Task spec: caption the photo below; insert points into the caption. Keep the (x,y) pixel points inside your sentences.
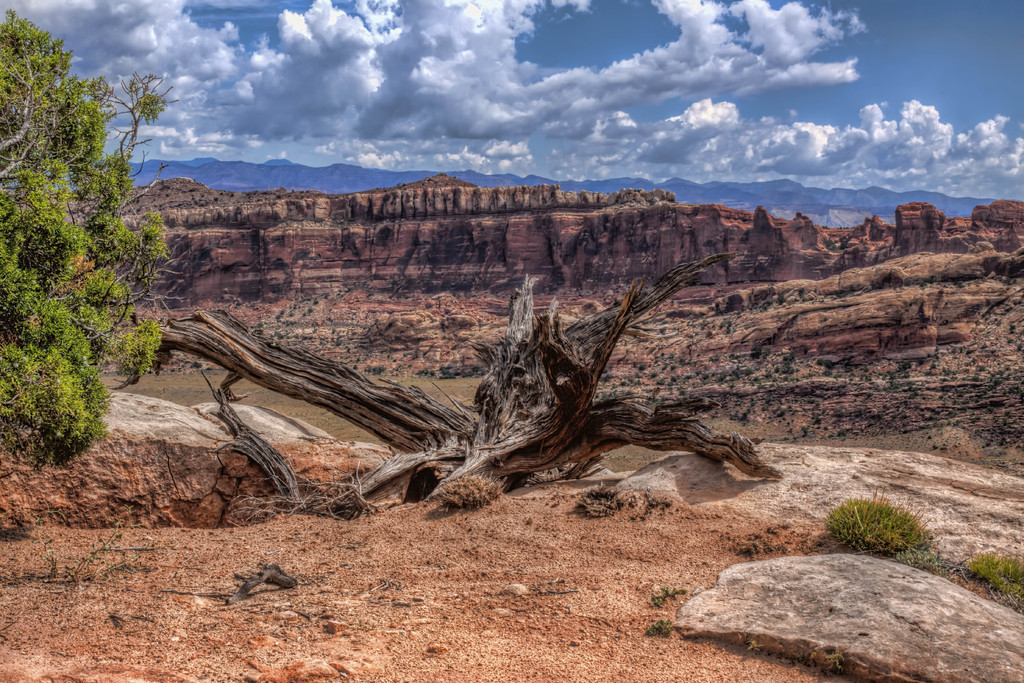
In the picture I can see a tree (482,384), plant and some other objects (930,605) on the ground (530,536). In the background (490,239) I can see mountains (483,242) and the sky (442,163).
